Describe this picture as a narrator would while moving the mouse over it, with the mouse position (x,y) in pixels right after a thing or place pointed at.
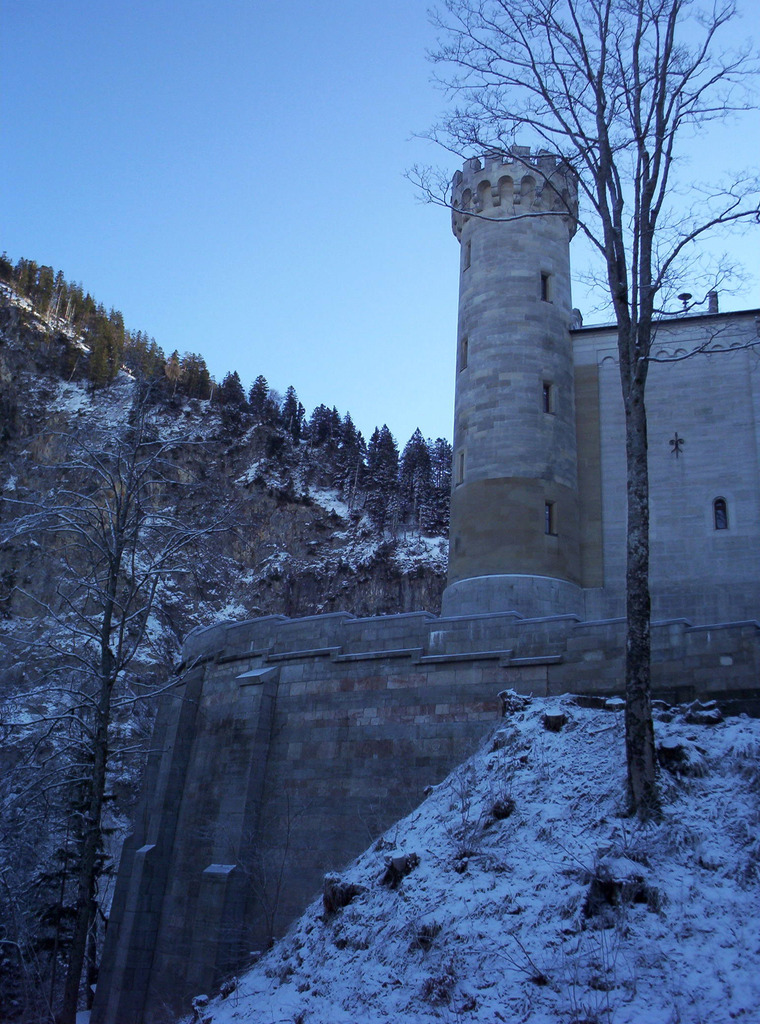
In this picture we can see a fort (481,502). We can see trees (12,830) and the snow (576,728). In the background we can see the sky (634,199).
